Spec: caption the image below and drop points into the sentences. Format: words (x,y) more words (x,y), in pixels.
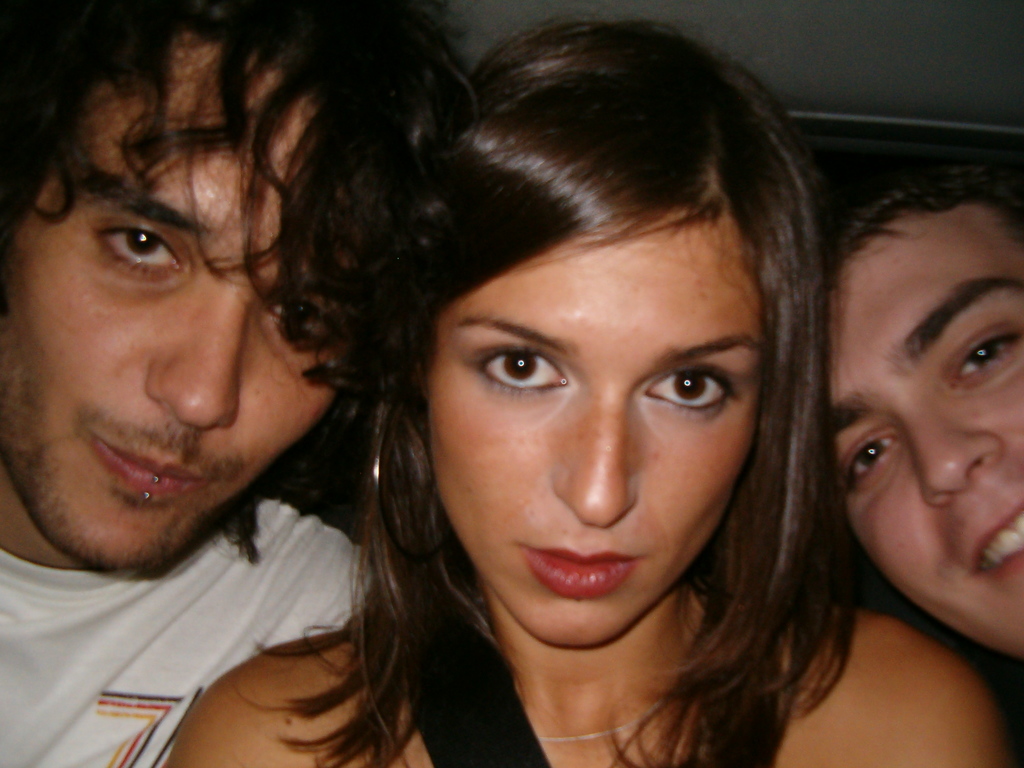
In the image we have three persons (302,414). On the left side (104,379) we have men (76,561) wearing white color T-shirt (111,666). In the middle (540,312) we have a lady (698,735), she have long hair (709,701) and red color lipstick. On the side we have men (918,246) and he is smiling.
